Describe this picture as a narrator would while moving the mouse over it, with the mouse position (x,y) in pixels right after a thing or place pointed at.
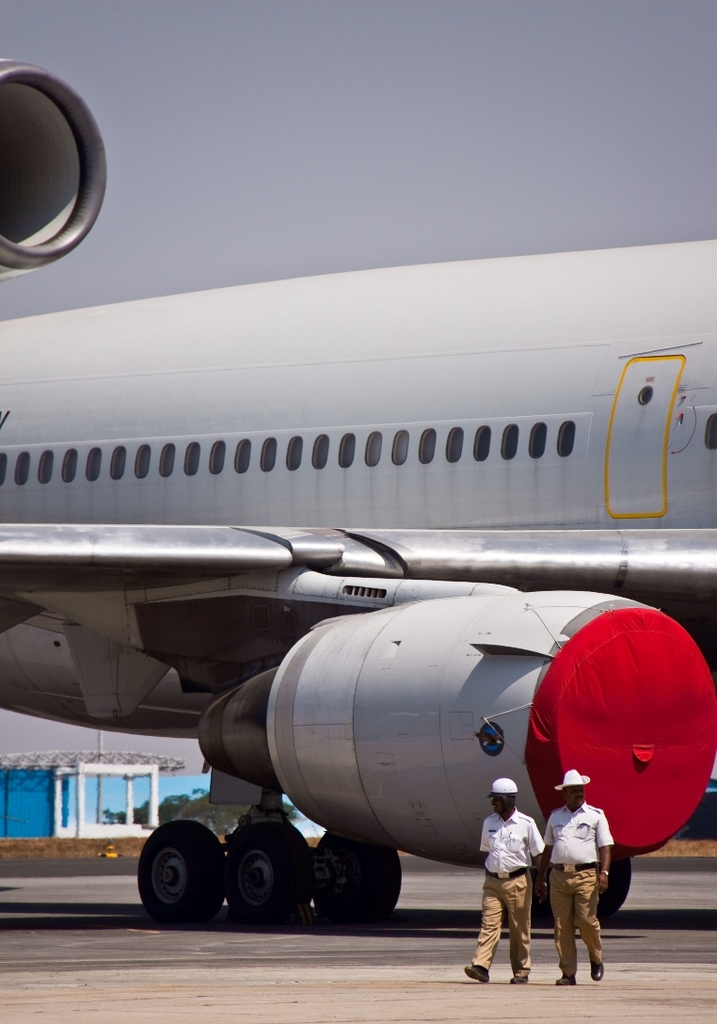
In this picture we can see two people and an airplane (354,848) on the ground (311,985) and in the background (46,827) we can see trees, sky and some objects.
